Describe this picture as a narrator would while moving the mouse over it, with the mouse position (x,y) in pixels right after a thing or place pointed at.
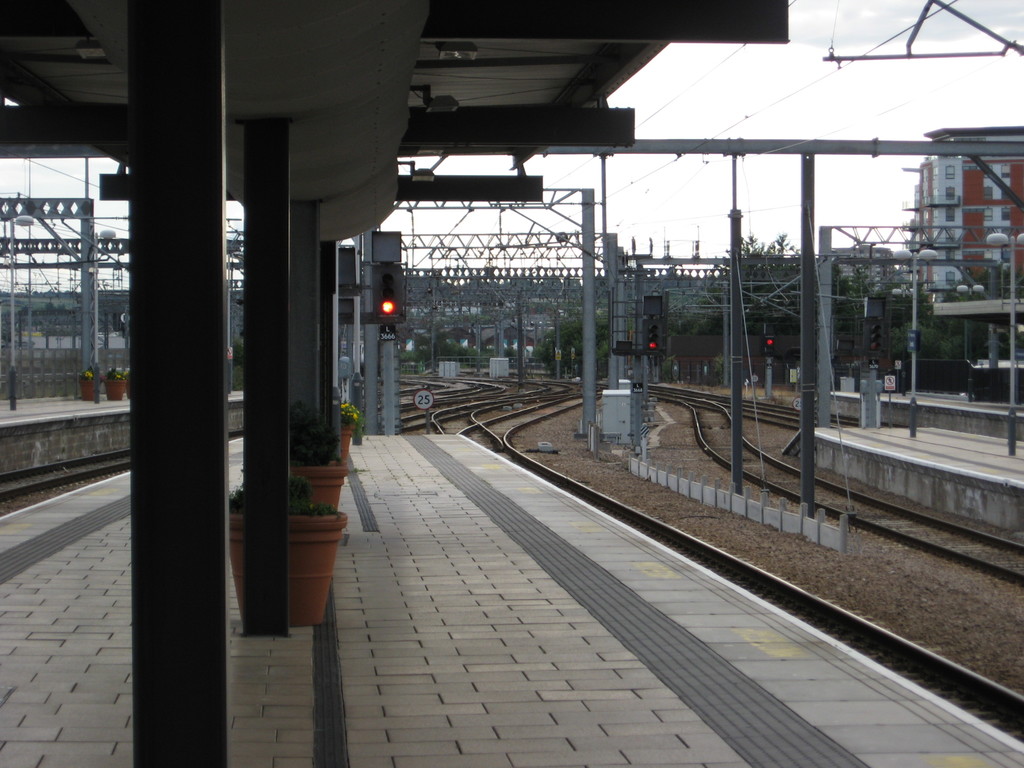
In this picture there is a platform (549,584) in the center of the image (381,501), on which there are plant pots (309,442) in the image and there are poles (733,390) and tracks (717,405) in the background area of the image (650,378), there is a building (930,167) on the right side of the image (928,195), there is a roof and wires (784,208) at the top side of the image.
